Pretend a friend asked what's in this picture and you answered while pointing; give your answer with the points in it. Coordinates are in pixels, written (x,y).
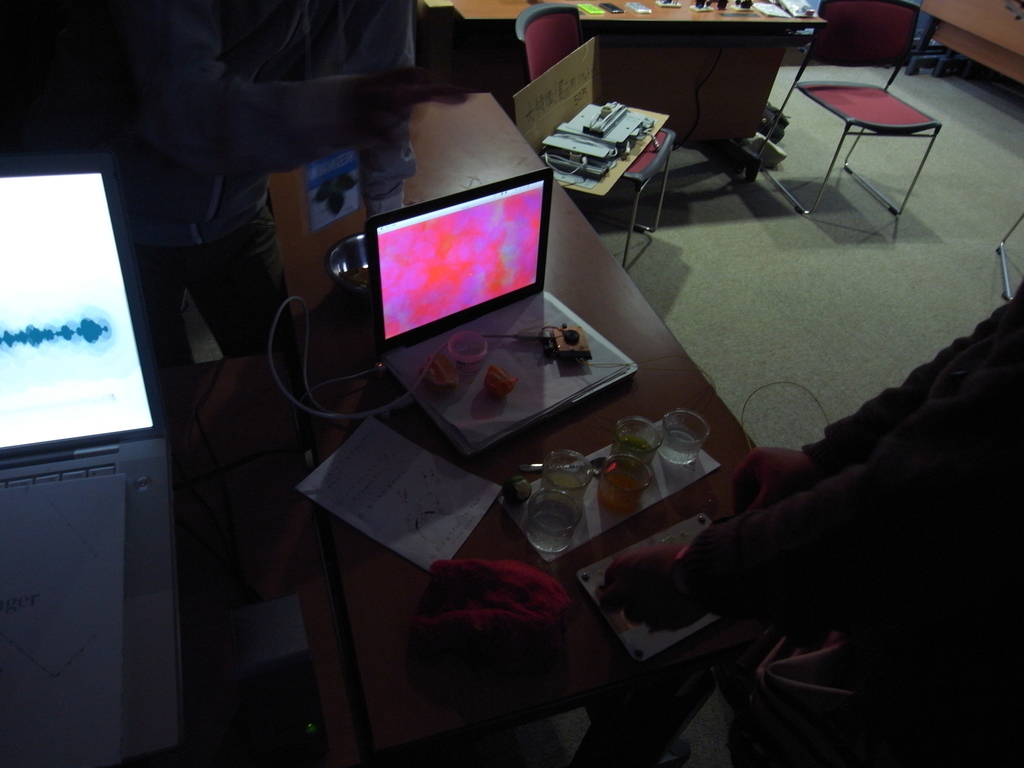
In this image i can see a laptop (434,332), glasses (542,496), papers (533,361) on the table (516,446) and two persons (233,153) standing in a room (546,445).
